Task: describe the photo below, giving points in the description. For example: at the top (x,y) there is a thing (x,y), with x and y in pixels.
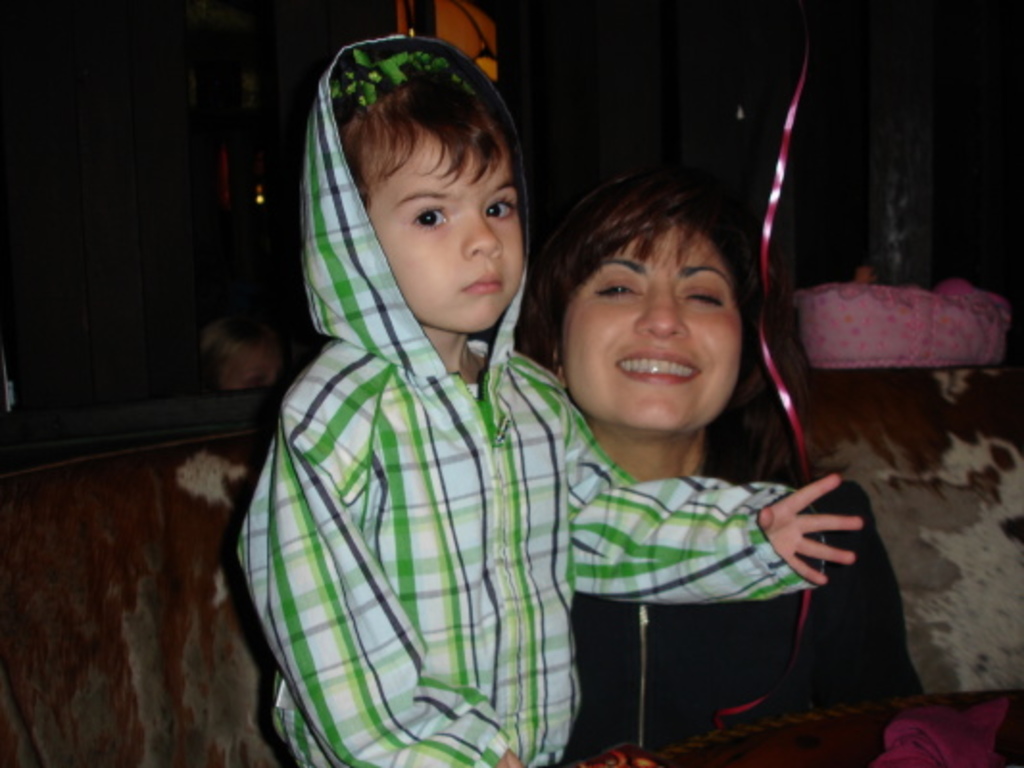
In this picture there is a lady (604,421) and a small boy (291,396) in the center of the image (568,398).
